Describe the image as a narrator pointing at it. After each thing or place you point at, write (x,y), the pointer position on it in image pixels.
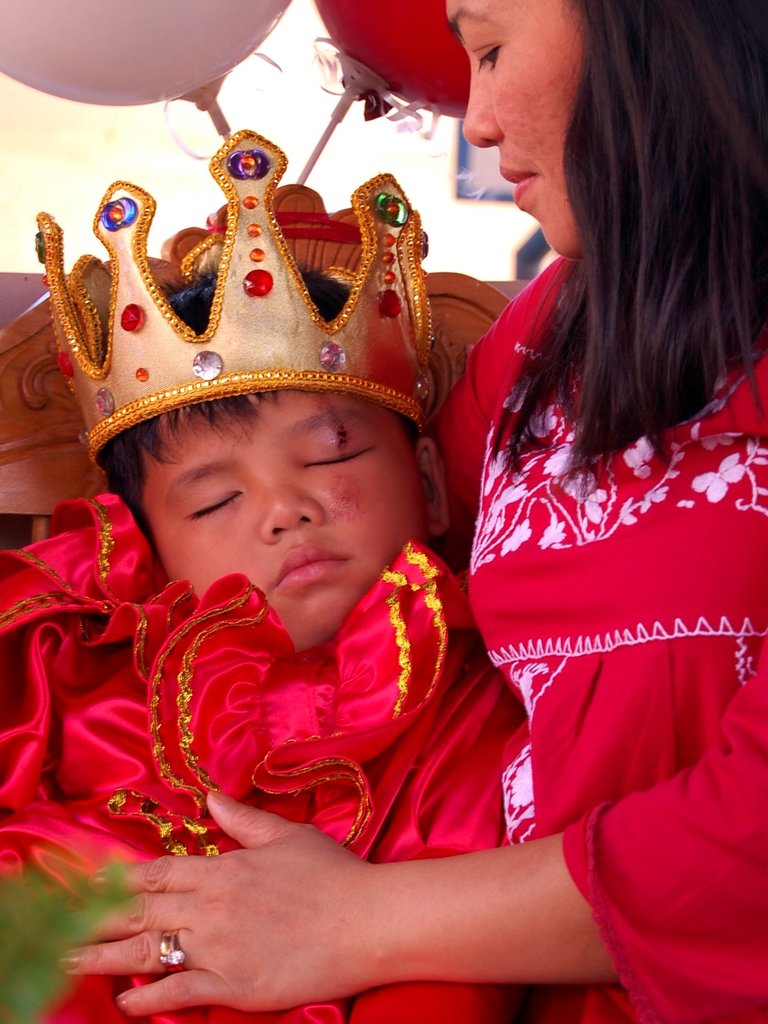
In this image I can see a woman (619,426) wearing red and white colored dress (613,553) and a boy (378,628) wearing red and gold colored dress (270,725) is sitting on a brown colored chair (54,441). In the background (142,25) I can see two balloons (124,66) which are white and red in color and few other blurry objects (333,58).
